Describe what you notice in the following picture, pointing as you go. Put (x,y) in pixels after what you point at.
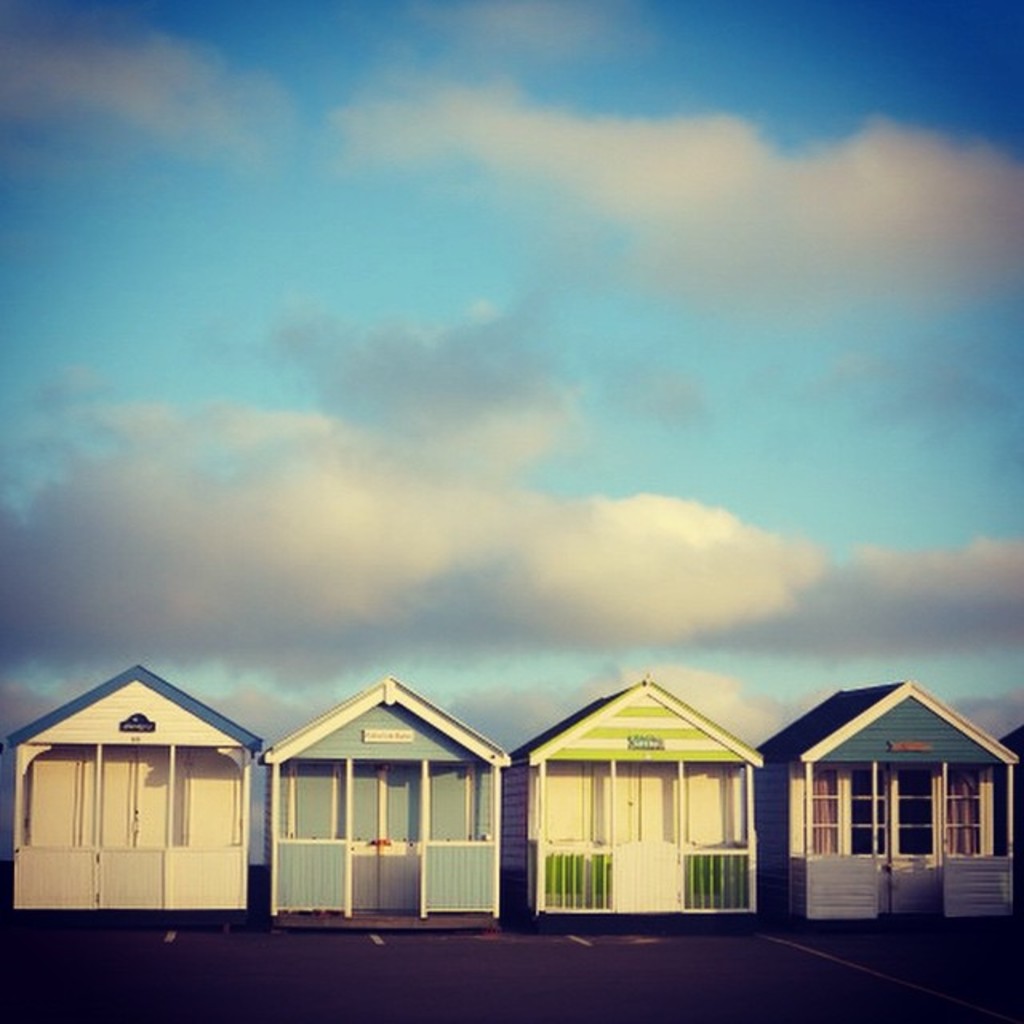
In this image there are four wooden houses (521,892), at the top of the image (474,292) there are clouds (406,516) in the sky (224,583).
